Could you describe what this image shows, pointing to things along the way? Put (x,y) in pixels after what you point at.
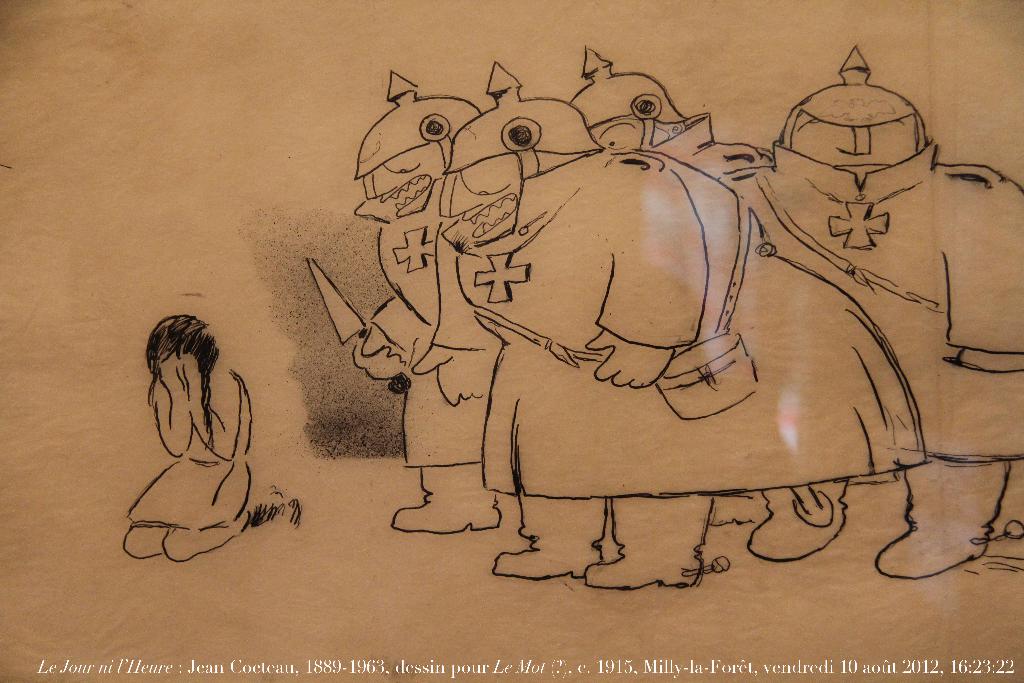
In the image there is a girl (163,404) kneeling and crying, beside her there are few soldiers (654,310) with swords (350,310) standing.
